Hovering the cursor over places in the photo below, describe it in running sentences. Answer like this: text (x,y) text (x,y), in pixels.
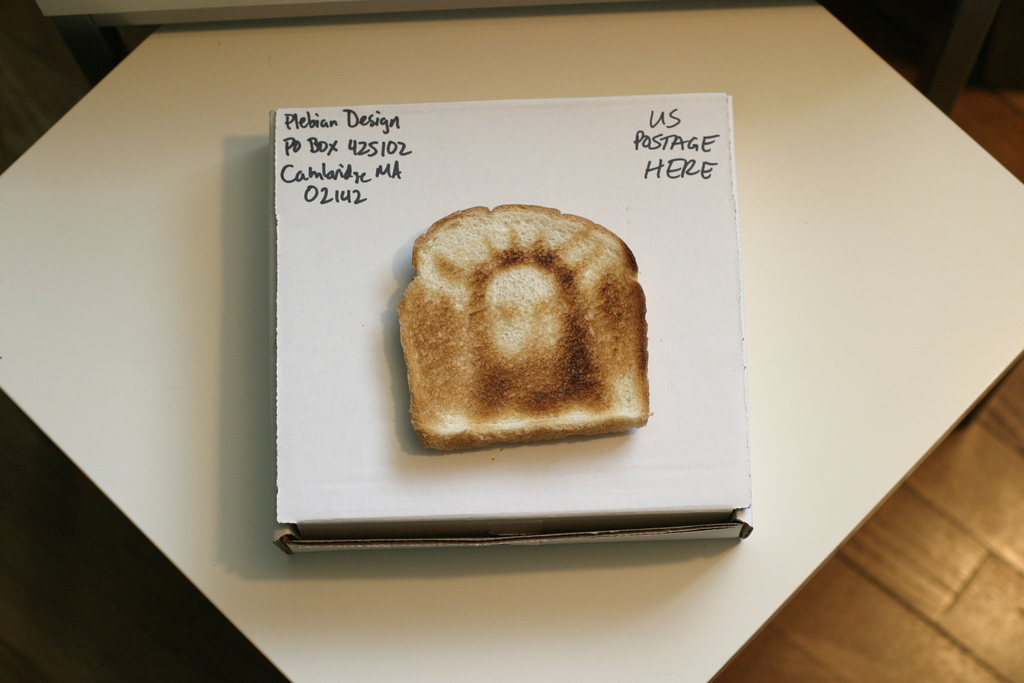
In the foreground of this image (554,307), there is a bread piece (464,320) on a cardboard box (346,291) which is on a white table (189,294). In the background (894,613), there is wooden floor (904,605).
